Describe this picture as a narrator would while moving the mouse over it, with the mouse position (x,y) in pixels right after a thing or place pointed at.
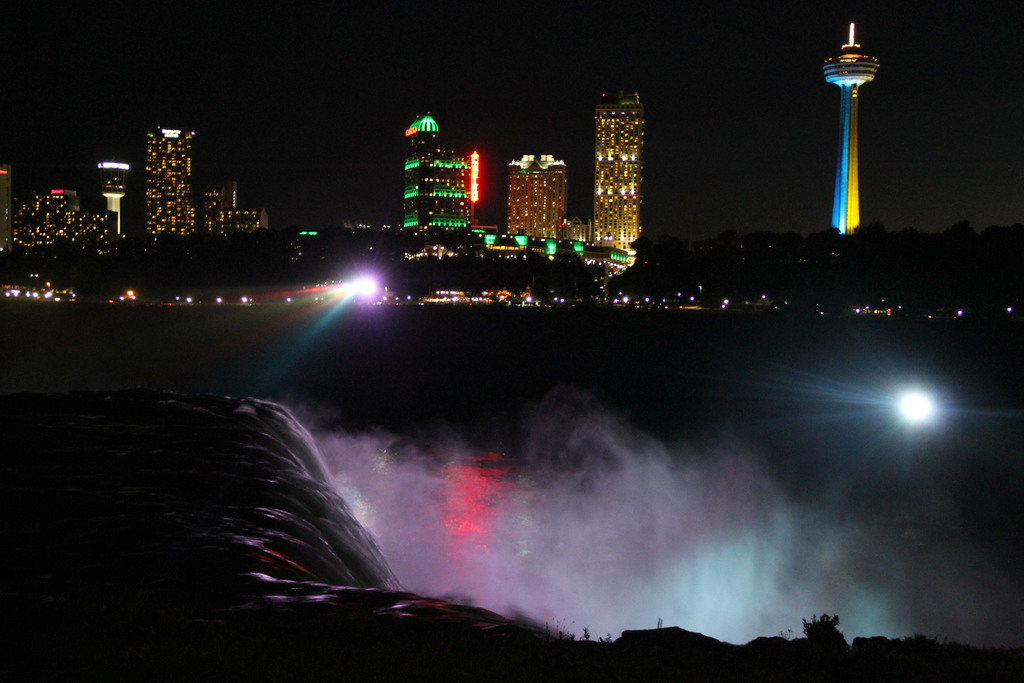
This image is taken outdoors. At the bottom of the image (315,508) there is a waterfall (416,516) with water (372,479). In this image the background (96,108) is dark. In the middle of the image (573,232) there are a few buildings (70,240) and skyscrapers (461,218) and there are a few lights (451,226). On the right side of the image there is a tower (861,50).
